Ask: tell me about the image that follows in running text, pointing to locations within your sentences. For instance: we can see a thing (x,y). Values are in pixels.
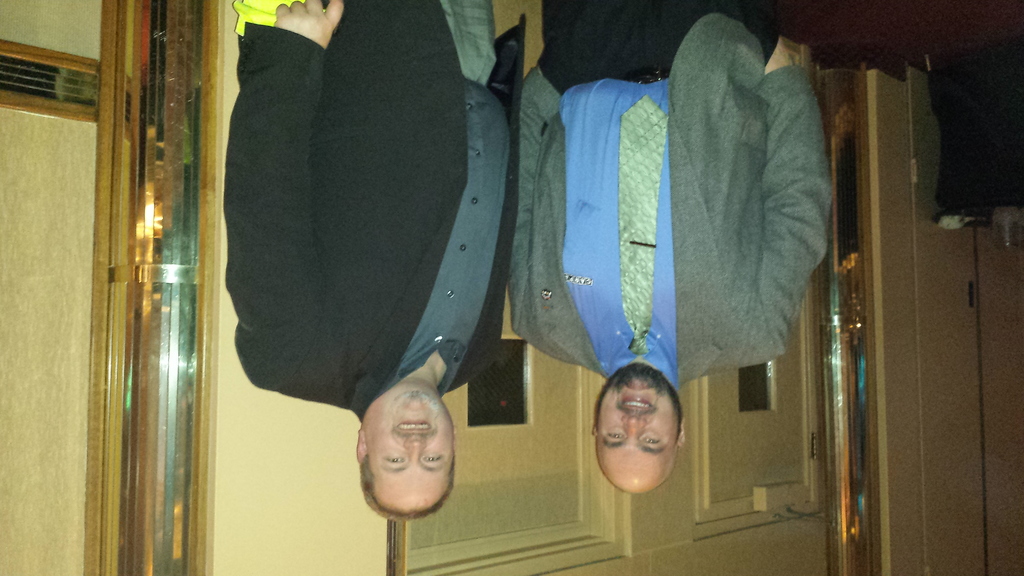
There are two persons (541,218) standing in the middle of this image (541,213) and there is a wall (242,469) at the bottom of this image (253,405).
